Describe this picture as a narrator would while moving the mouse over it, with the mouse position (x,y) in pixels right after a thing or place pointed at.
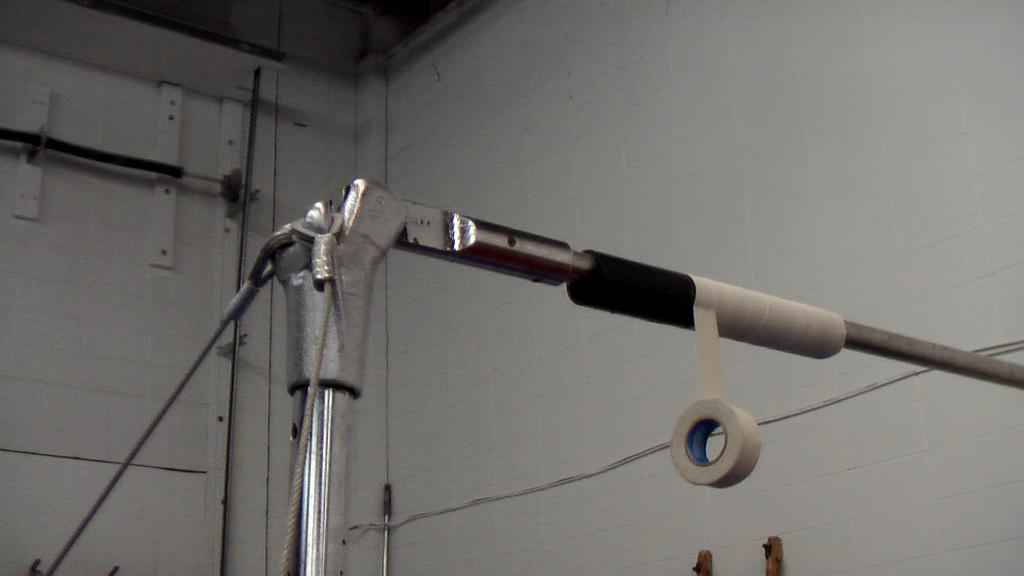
In this picture we can see a rope (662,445) and a tape (717,383) on the stand (353,239). We can see a few objects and a wall (634,514) is visible in the background (514,218).
